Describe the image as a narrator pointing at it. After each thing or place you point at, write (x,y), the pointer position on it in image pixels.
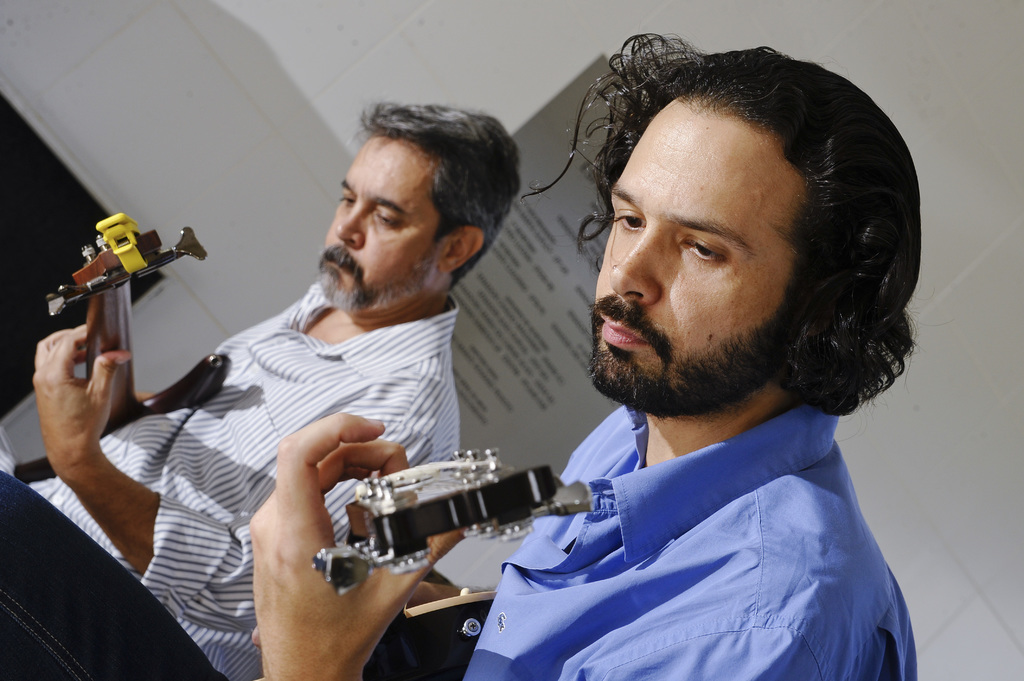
This picture is clicked inside a room (917,505). There are two musicians (439,408) in the room (487,403) and are playing guitar (163,394). The man (635,567) to the right corner (833,313) is wearing blue shirt (647,613) and has long hair (842,325). Behind them there is wall (383,75) and a board (558,155).
